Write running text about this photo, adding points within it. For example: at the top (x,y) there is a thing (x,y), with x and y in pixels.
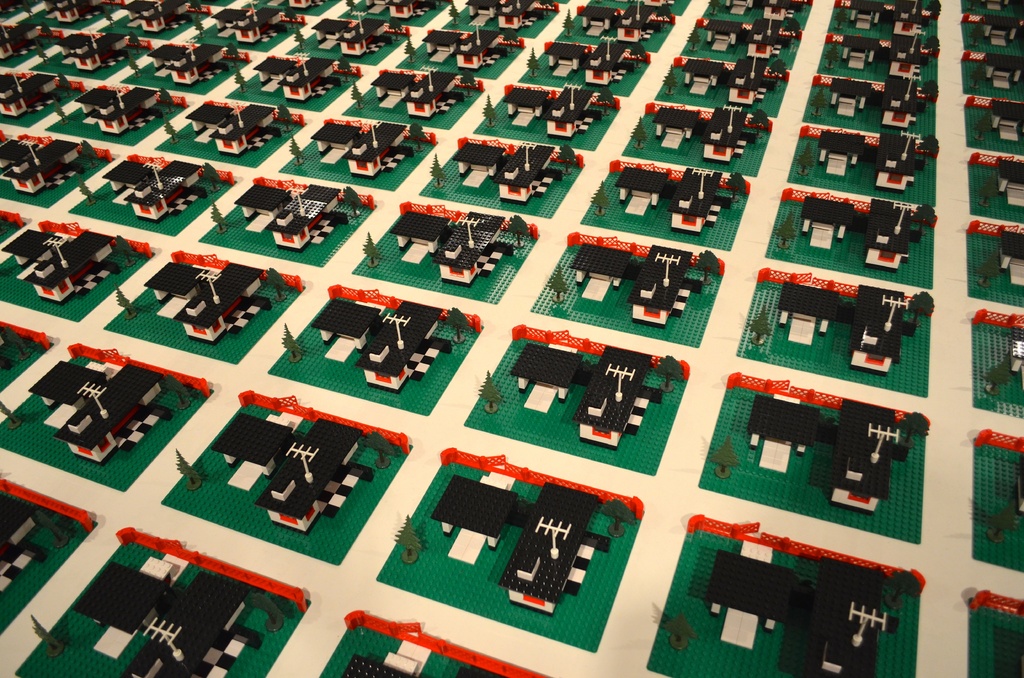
This picture is consists of LEGO houses (155,375) in the image.
